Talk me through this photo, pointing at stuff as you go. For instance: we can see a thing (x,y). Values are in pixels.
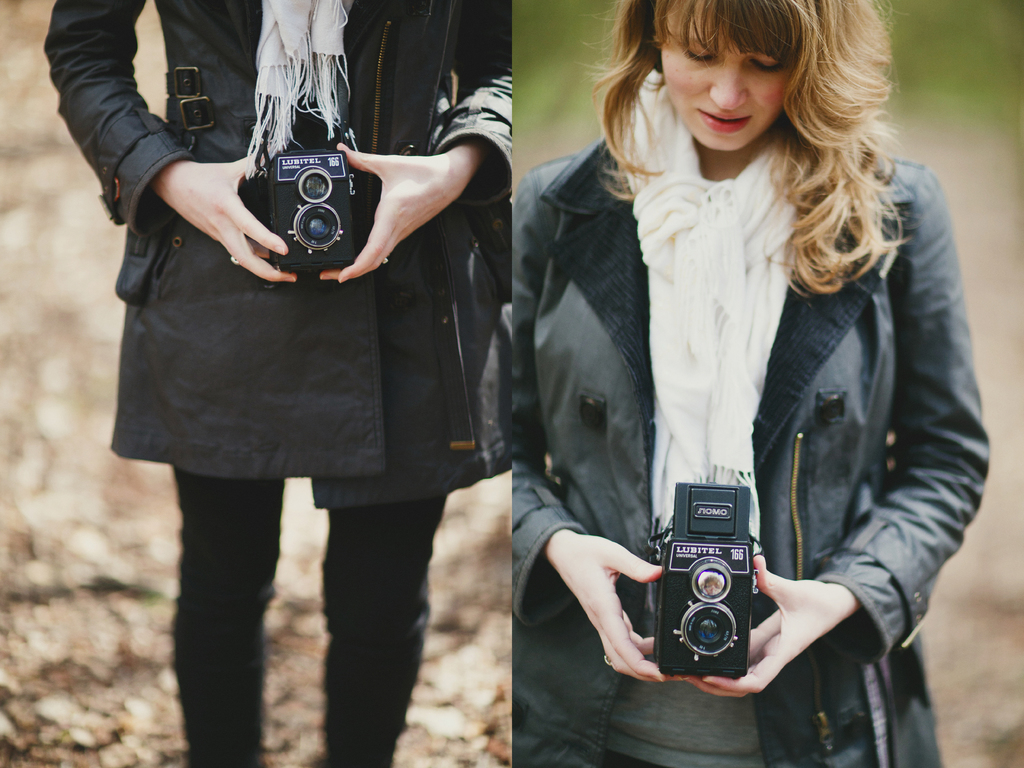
This is a collage picture. Here we can see women (565,258) standing and holding a camera (688,488) in her hands (220,168). She wore a black colour jacket (325,321). Her hair (798,80) color is light brown.
